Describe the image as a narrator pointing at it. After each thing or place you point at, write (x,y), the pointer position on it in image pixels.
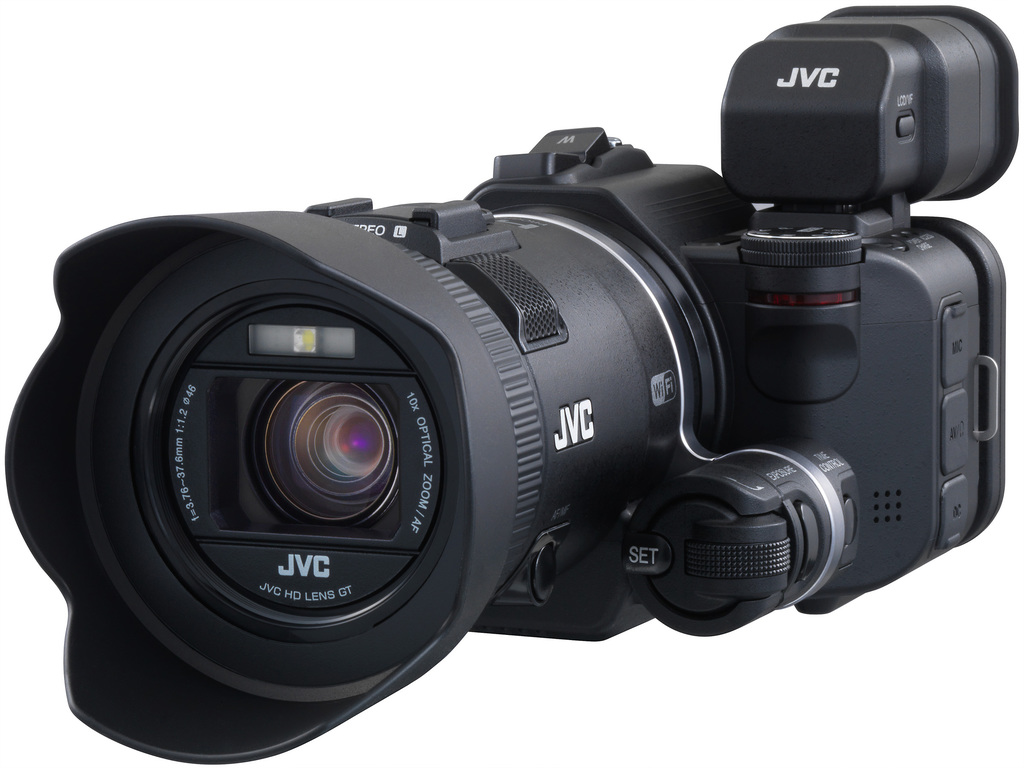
In this picture I can see a camera (506,414) in front (80,305) and i see something is written on it and I can see the white color background (352,99).
